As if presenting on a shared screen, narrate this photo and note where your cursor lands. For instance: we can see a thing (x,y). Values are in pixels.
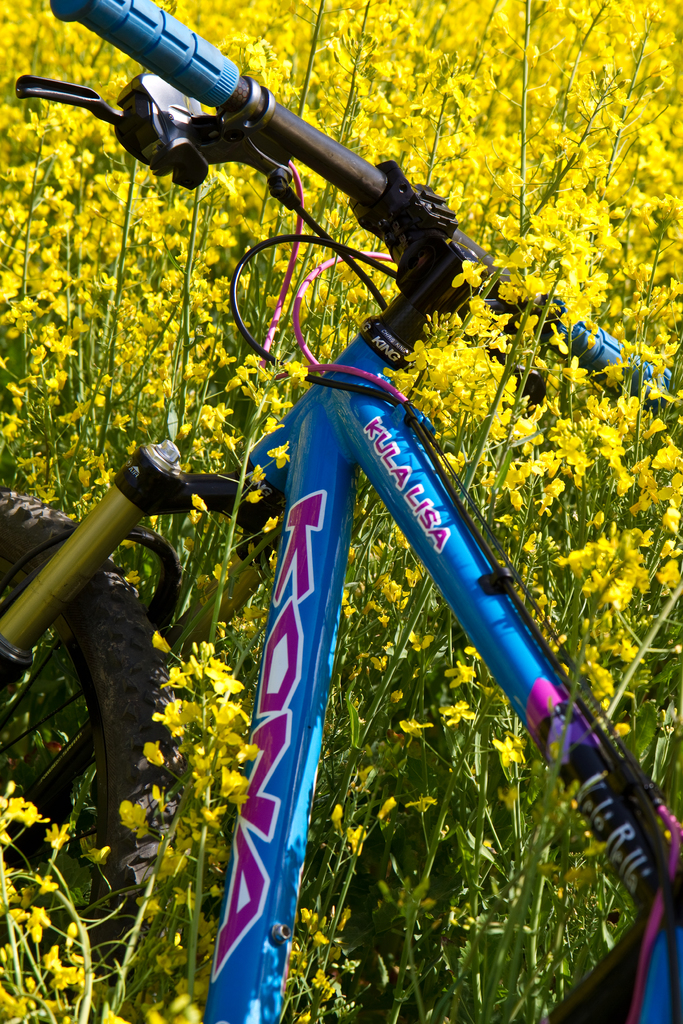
In the background (423,79) we can see the yellow flowers (587,197) and plants (488,115). In this picture we can see a bicycle (163,747).
